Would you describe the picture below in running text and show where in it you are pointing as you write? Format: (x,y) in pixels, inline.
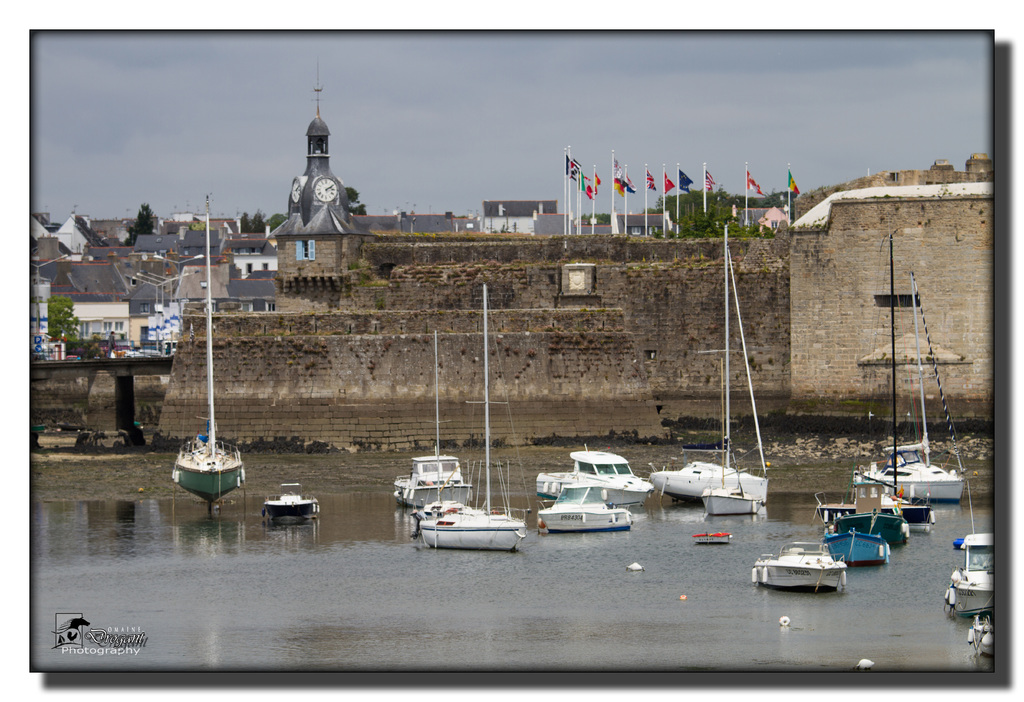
In this picture we can see boats (442,480) on the water (214,603), walls (452,308), poles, flags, buildings (92,266), trees (140,214), some objects (177,289) and in the background (305,136) we can see the sky (479,124).
